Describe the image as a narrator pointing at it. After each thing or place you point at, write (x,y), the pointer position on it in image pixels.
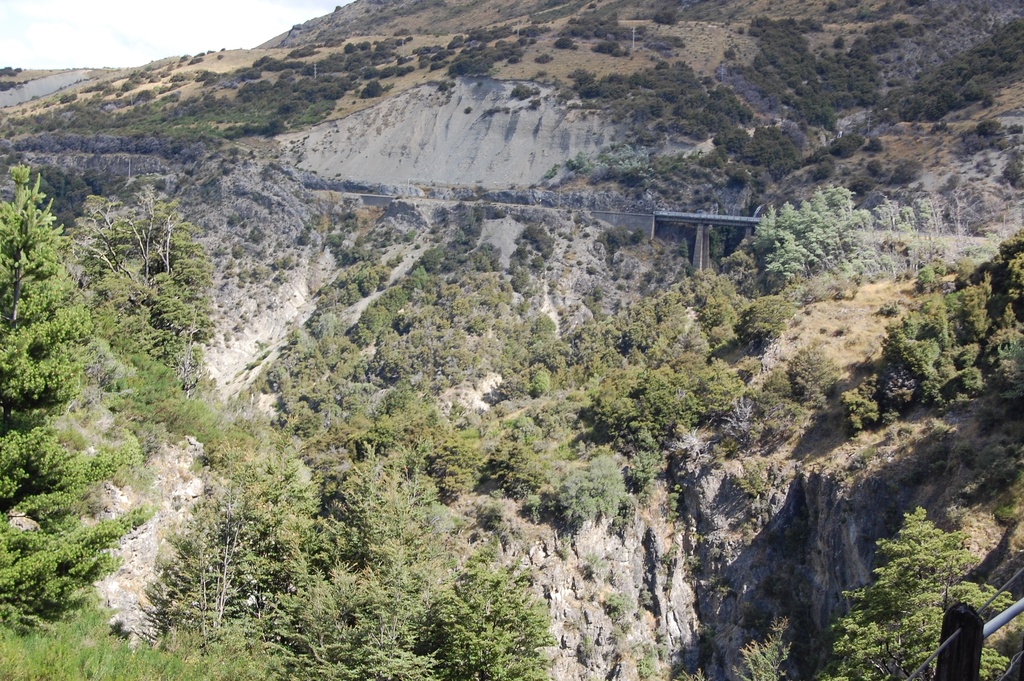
This picture is consists of a rocky gorge (429,289) in the image and there are trees (766,652) in the image and there is a boundary (960,658) in the bottom right side of the image (962,650).
